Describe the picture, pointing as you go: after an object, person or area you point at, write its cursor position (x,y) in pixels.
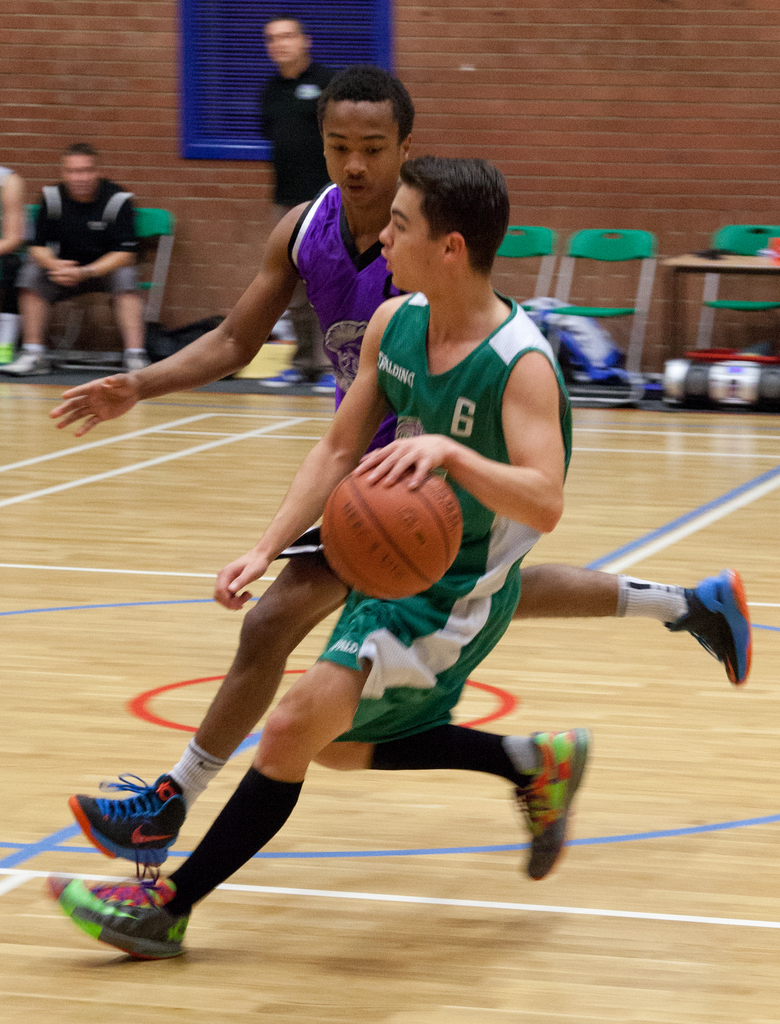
In front of the image there is a person (496,439) running on the floor (585,515) by holding the ball (397,478). Behind him there is another person (688,627). There are two people (131,206) sitting on the chairs (163,269). Beside them there is a person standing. On the right side of the image (738,397) there are chairs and a few other objects (774,366). In the background of the image (588,88) there is a board (315,32) on the wall (742,120).
